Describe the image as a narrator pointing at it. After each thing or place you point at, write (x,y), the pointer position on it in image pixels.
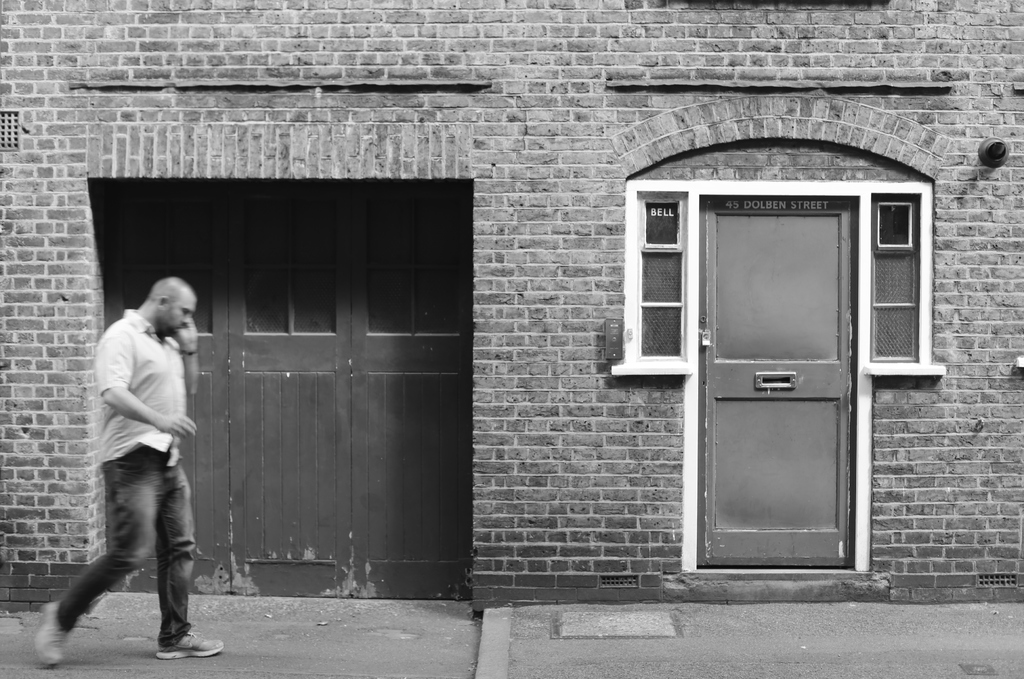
In this image on the left (123,499) there is a person (129,504) walking. In the background (534,377) there is a house (444,273) and there are doors (756,409) and there is some text (672,212) written on the wall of the building (755,208).
